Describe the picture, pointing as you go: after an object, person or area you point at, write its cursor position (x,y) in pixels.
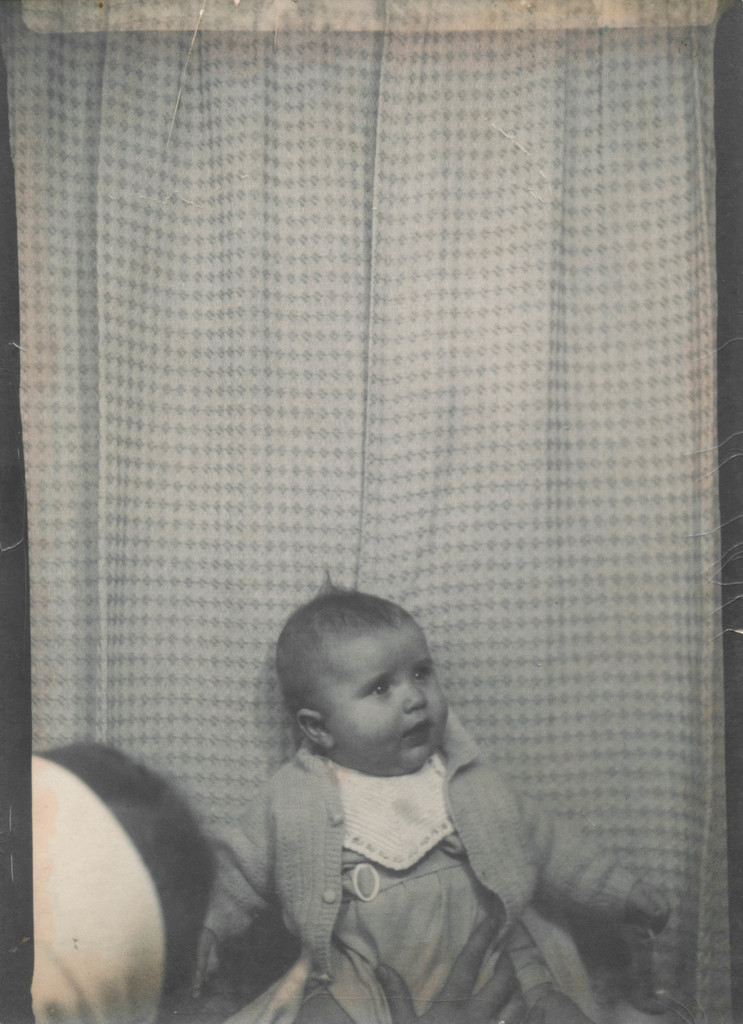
In this picture there is a baby (402,653) who is sitting The baby (377,625) is wearing jacket (487,878), bib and dress (426,931). On the bottom left corner (141,825) there is a person (87,891). In the back (315,513) we can see a hanging cloth (338,383).
